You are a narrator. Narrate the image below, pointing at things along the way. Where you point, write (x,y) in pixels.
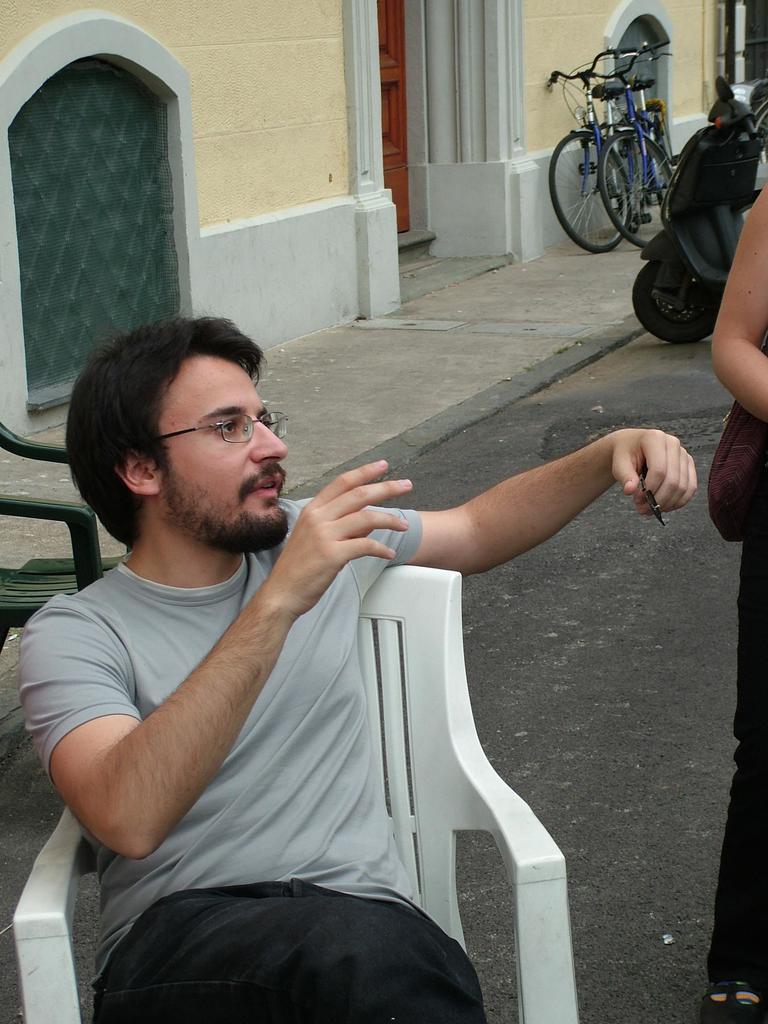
In this image we can see a person (253,701) wearing specs (255,431). He is sitting on a chair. In the back (75,552) there is another chair (76,527). On the right side (766,785) there is another person (731,355). In the background (738,206) there is scooter (730,215). Also there is a sidewalk (510,329). On that there are cycles (614,97). And there is a building (234,118).
